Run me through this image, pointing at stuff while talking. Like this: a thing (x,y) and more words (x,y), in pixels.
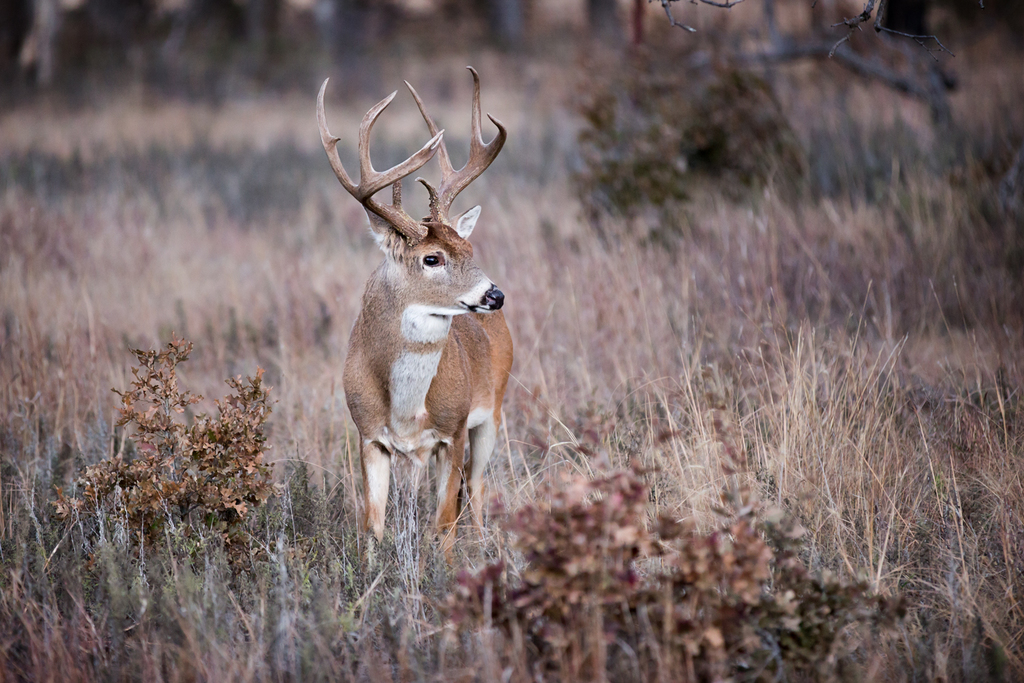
In this image there is a deer (440,347) standing in the dry grass (489,538). At the bottom (379,574) there are small plants (611,590) and dry grass (803,390).
